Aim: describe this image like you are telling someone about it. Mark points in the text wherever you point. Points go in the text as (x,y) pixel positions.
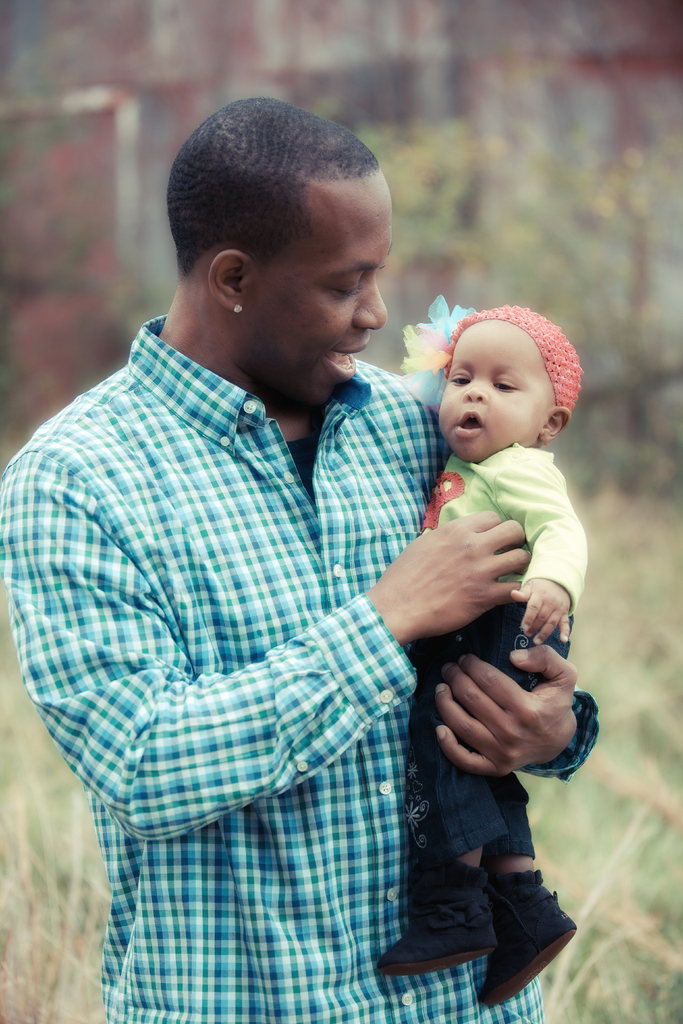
In this image we can see a man (358,607) standing holding a child (417,785). On the backside (63,865) we can see some plants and grass (580,625).
